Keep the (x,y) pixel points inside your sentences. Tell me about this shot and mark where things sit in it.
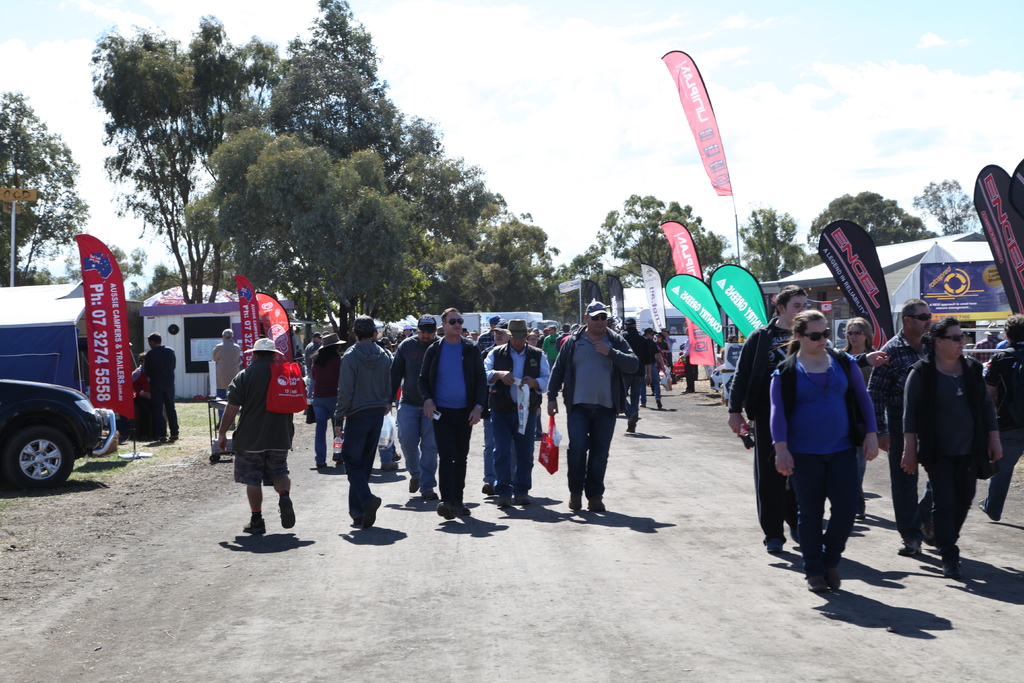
In this picture there is a group of men and women (457,412) walking on the road (231,514). Behind there are some trees (459,282). On the right side (705,335) there are some tent shops (907,285) with red and green color flags (702,299).
